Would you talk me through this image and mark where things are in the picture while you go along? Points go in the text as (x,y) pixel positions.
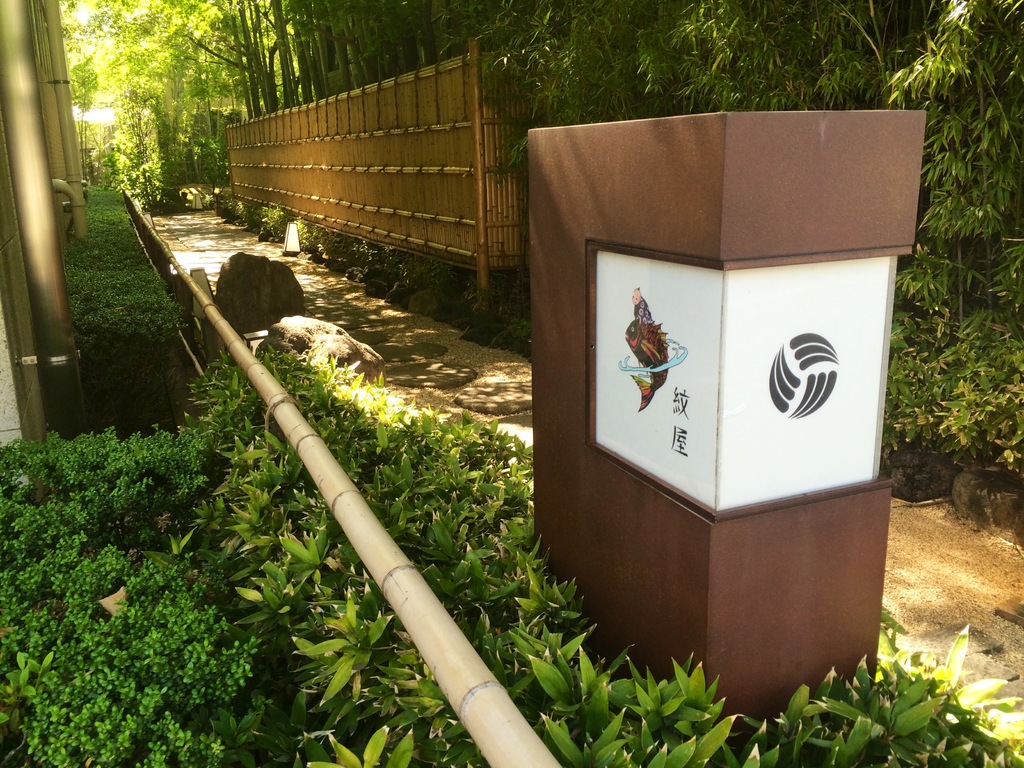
In this image we can see plants (149,304), trees (322,82), a fence (400,146), pipes (68,157) and a wooden object (580,373).
